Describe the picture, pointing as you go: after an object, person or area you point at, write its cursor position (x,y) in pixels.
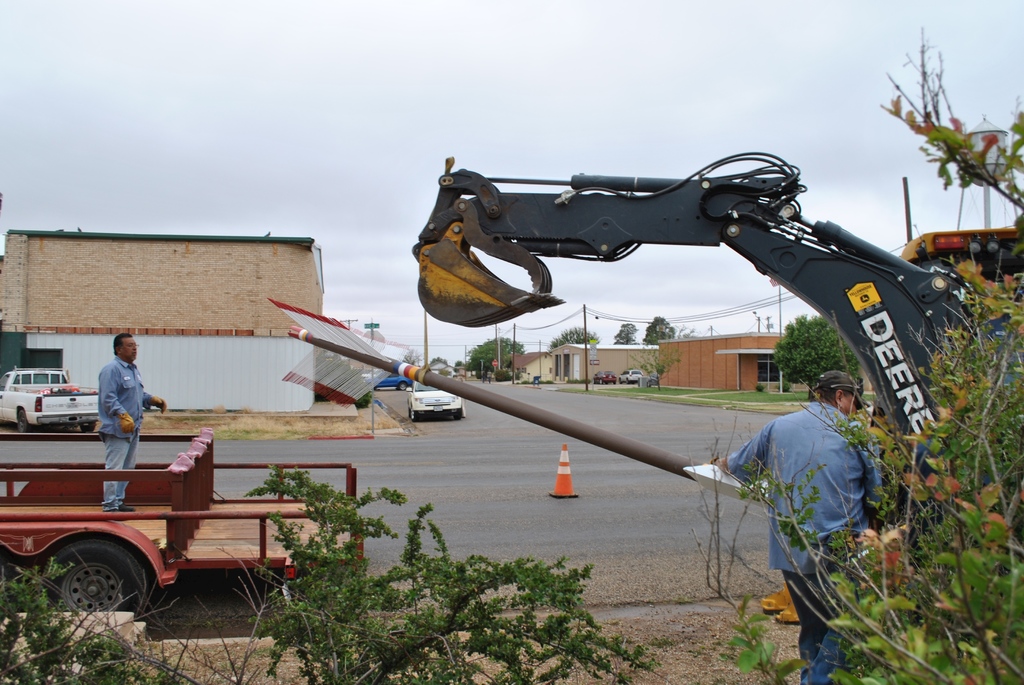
In this image I can see a road (591,477), on the road (604,464) I can see vehicles (26,393), street light poles (372,351) and divider block (567,468), beside the road (505,474) there is a house (177,287) on the left side (79,373), there are some houses (732,373) in the middle (671,362), at the bottom (825,566) there are some plants (845,566), persons (795,468) visible in front of crane (902,421) on the right side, on the left side (162,486) a person (120,362) standing on vehicle (99,500), at the top (267,113) there is the sky (363,126).
